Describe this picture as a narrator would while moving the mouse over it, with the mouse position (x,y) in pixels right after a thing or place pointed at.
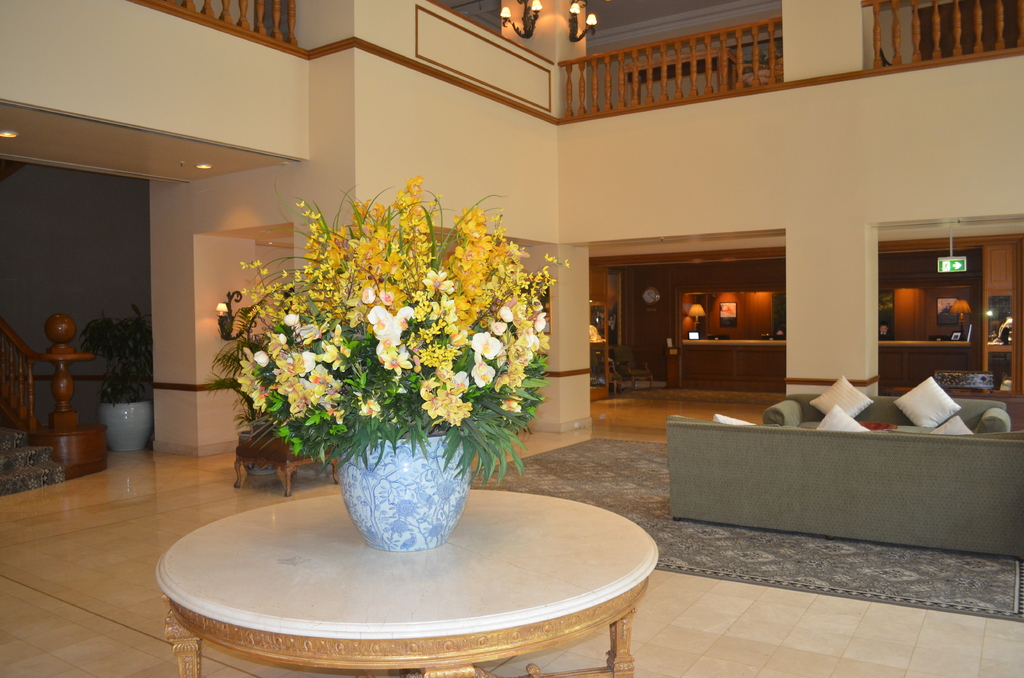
In this picture there is a flower pot (368,500) and a plant (426,436) on the table (421,553). There is also another flower pot (126,427) to the left (129,394). To the right (853,484), there is a grey sofa (1008,462) and few pillows (910,406) on it. There is a lamp (694,310), wall clock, signboard (950,262), chair (646,365), desk (690,358). There is a chandelier (540,8) to the top (524,4). There is a grey carpet (661,529).
